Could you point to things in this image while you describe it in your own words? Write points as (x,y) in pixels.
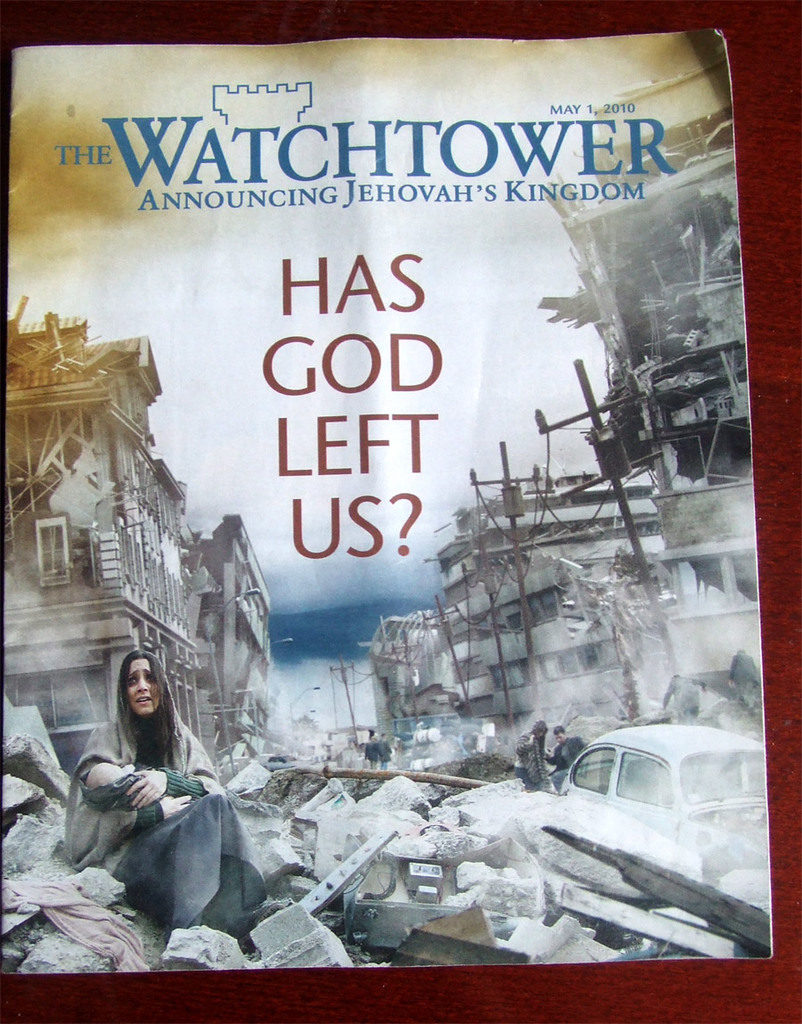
In this image I can see a paper (460,301), on the paper (451,295) I can see buildings (376,635) and text (314,517) and a person (150,689) sitting on stones (39,818).
